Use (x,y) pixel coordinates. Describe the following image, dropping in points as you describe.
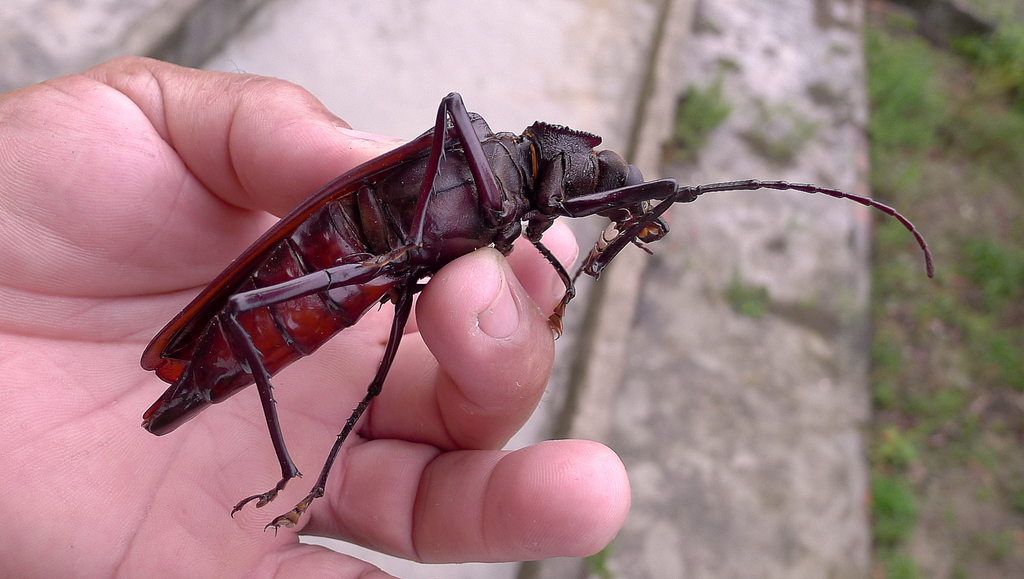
In this image we can see some person (222,260) holding an insect (469,184). In the background (567,74) we can see the land (771,95) and also grass (881,56).
